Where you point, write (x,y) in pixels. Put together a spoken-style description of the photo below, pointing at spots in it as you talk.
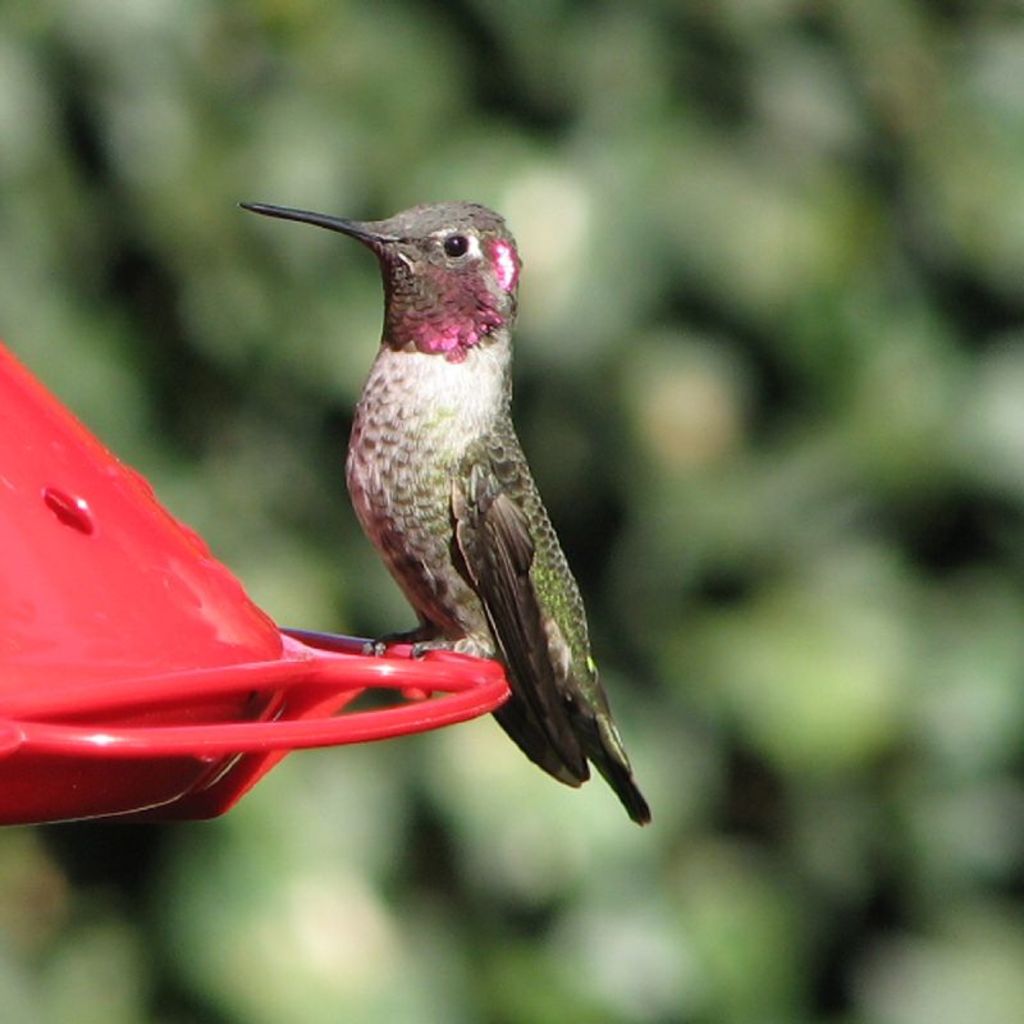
In this image there is a bird (519,536) on the object (255,629). The background (250,922) is blurry.
